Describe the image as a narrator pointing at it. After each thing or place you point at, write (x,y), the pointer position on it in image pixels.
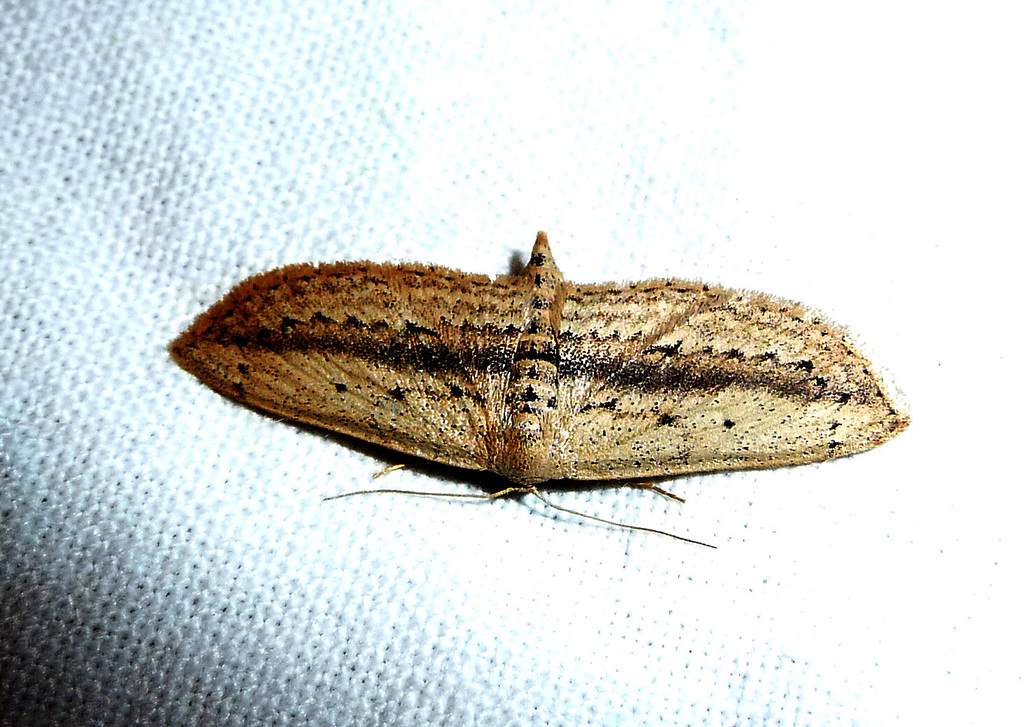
In the center of this picture (655,276) we can see a moth (859,439) on the surface (389,255) of a white color object (182,131).
